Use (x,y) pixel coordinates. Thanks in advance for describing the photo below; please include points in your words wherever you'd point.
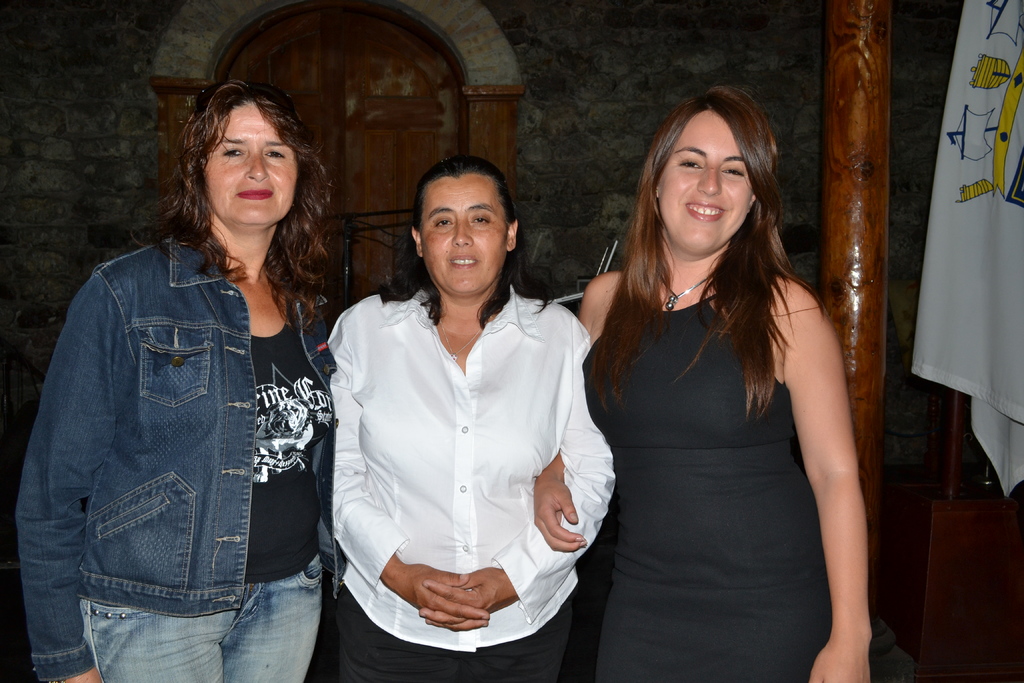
In this picture there are ladies (414,429) in the center of the image (382,272) and there is a door (323,53) in the background area of the image (393,80), there is a pillar (854,253) on the right side of the image (875,350).
